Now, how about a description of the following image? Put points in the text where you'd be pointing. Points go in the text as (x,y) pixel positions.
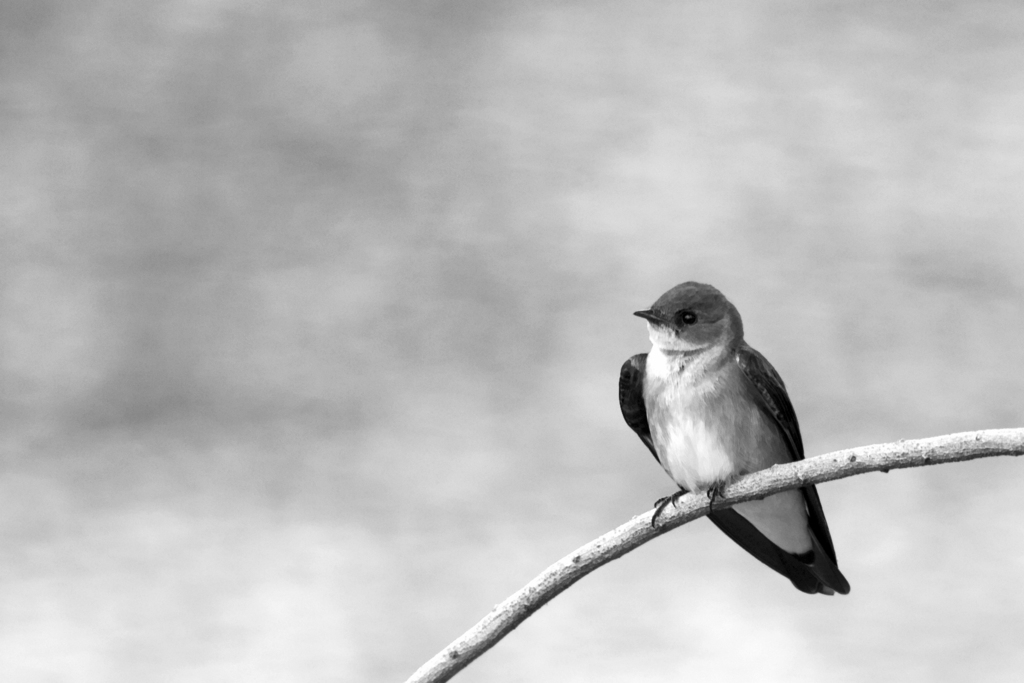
In this image we can see a bird (711,424) sitting on a branch (750,489) of a tree/plant (741,483).
